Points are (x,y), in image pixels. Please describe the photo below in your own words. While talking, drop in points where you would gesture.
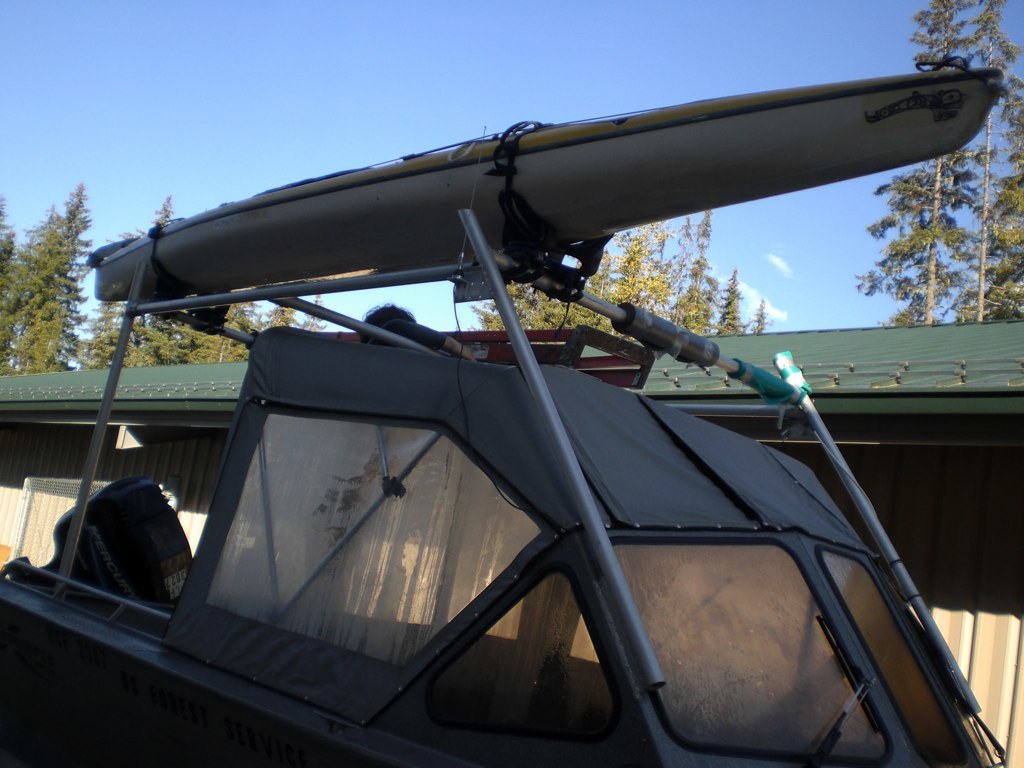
In this image I can see a vehicle (420,590) with some metal rods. In the background (852,416) there is a shed (882,368) and also I can see the trees (640,264). At the top of the image (279,79) I can see the sky (258,84).
